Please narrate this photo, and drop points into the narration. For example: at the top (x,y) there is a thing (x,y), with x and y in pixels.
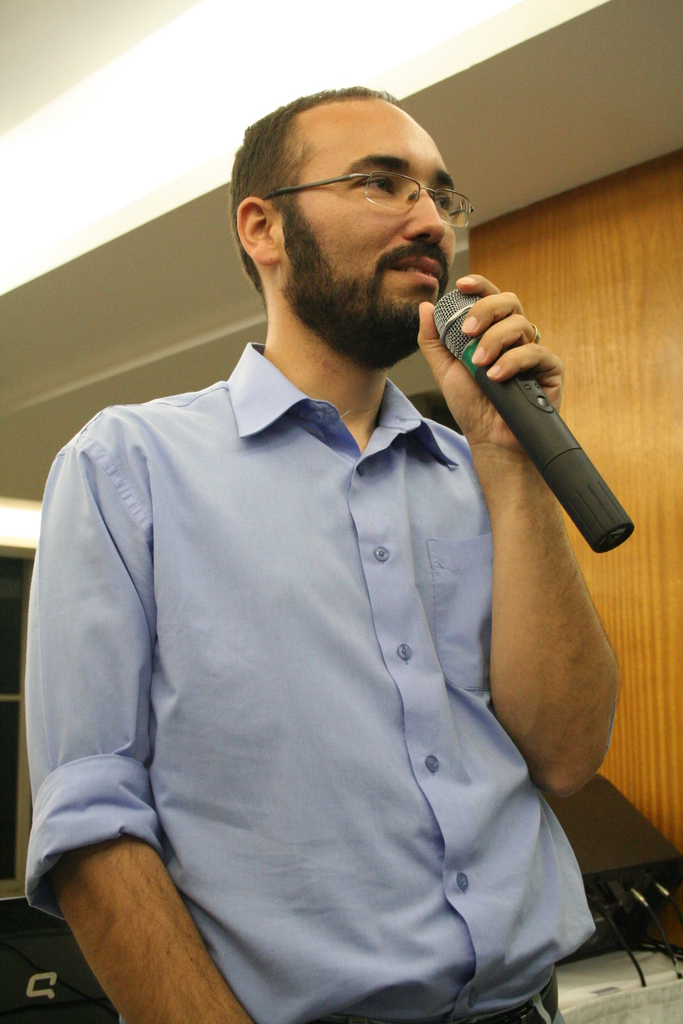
There is a person (118,447) holding a microphone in his hand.
